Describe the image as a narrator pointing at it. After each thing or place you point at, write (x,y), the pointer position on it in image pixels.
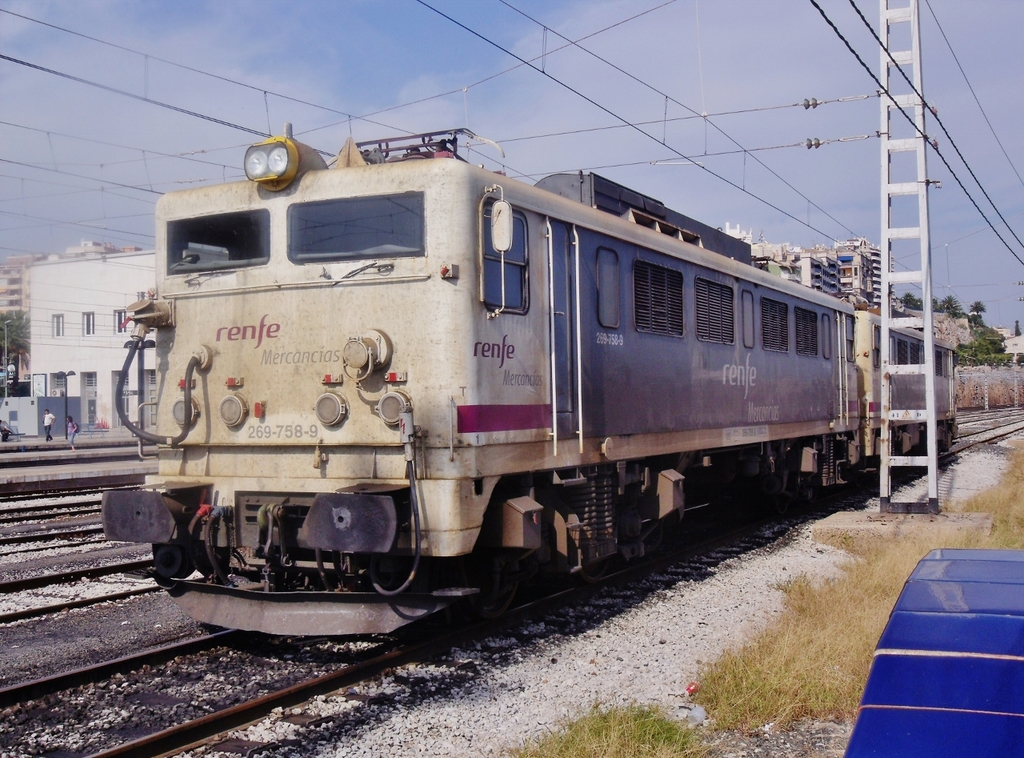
In the middle of this image (447,295) there is a train (255,536) on the railway track (158,693). On the right side (832,633), I can see the grass (876,579) on the ground (797,535) and there is a blue color object (935,671). Here I can see few poles (919,105) along with the wires (735,184). On the left side (68,319) there are few buildings (68,354) and two persons (70,439) are walking on the platform (54,476). At the top of the image (316,74) I can see the sky (268,50).
